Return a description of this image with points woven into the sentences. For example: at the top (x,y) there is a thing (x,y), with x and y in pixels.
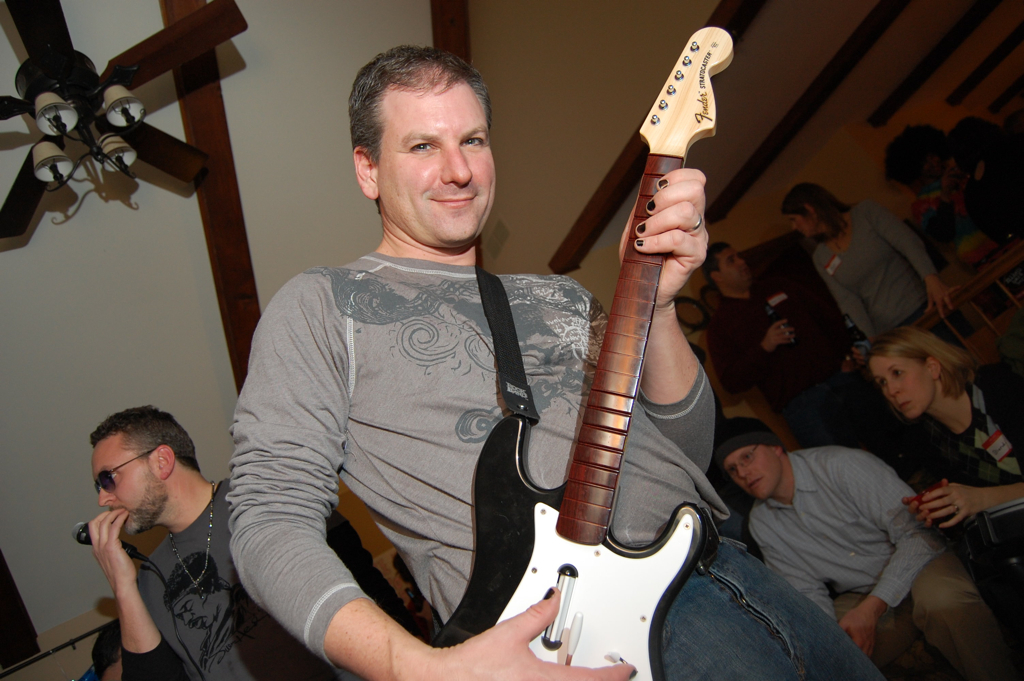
In the middle of the image (673,270) a man (661,232) standing and holding a guitar (688,67) and smiling. Bottom right side of the image (975,492) a few people (912,153) are there. Top right side of the image (930,100) there is a roof (967,94). Bottom left side of the image (194,468) a man (171,448) standing and holding a microphone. Top left side of the image (188,35) there is a fan (110,98).
